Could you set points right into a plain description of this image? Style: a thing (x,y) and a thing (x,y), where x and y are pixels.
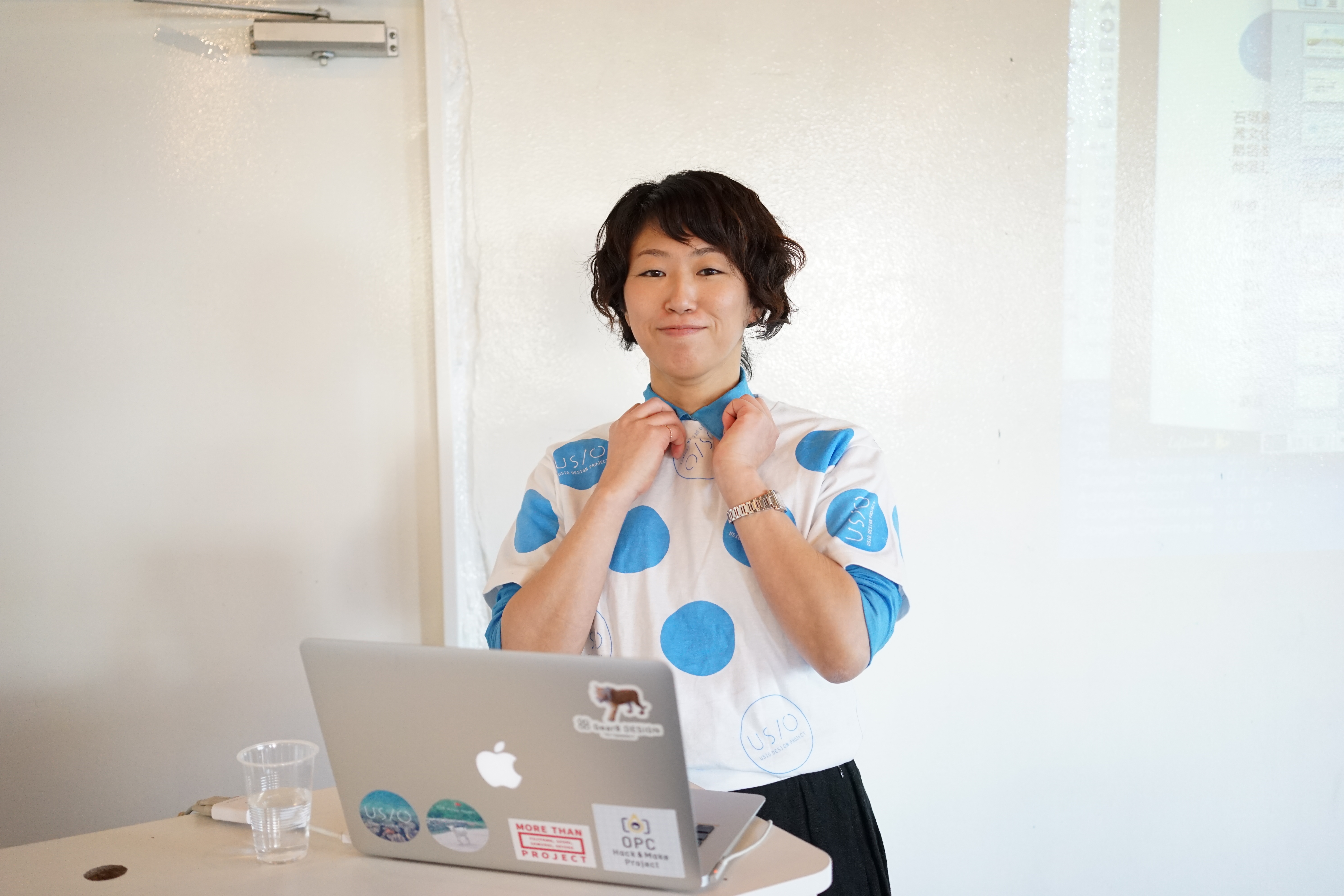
At the bottom of the image (315,887) there is table (306,895). On the table (408,876) there is laptop (407,759), glass (304,820) with water (304,830) and wire (712,876). Behind the table (327,842) there is a lady (558,478) standing and on her hand (752,524) there is a watch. In the background (571,114) there is a wall (871,89) with door (407,264).
